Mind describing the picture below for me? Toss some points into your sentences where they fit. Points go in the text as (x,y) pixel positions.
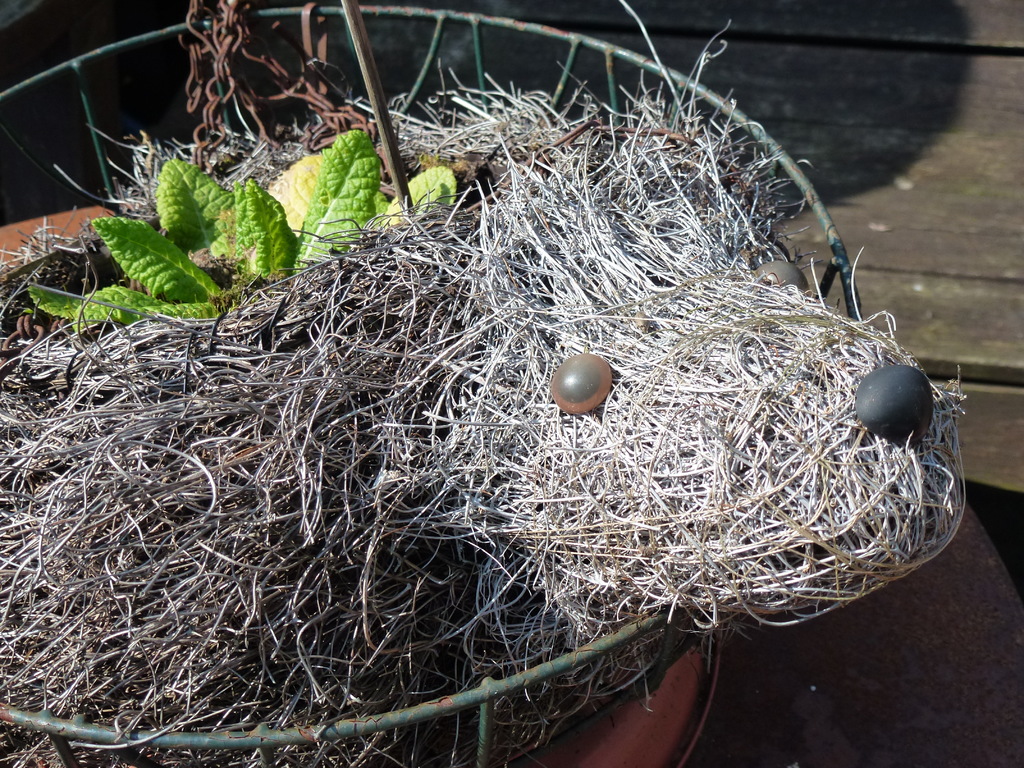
This image consists of a hedgehog-shaped planter (708,400). On that there are two eyes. There are leaves (112,294) at the top (279,246).
